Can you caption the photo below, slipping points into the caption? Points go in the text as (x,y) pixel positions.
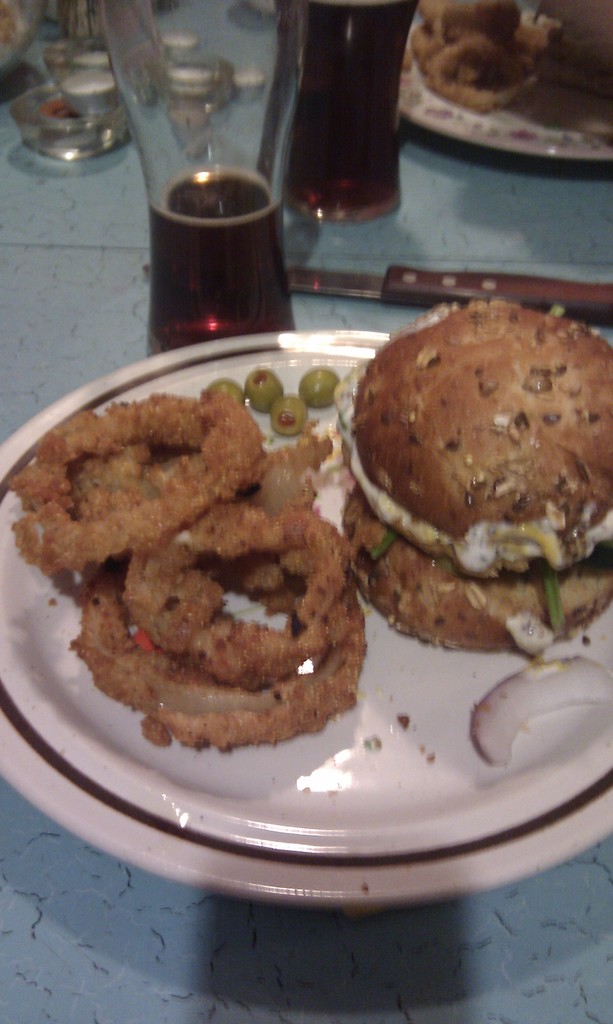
In this image, we can see food (329,442) on the plates (592,780) that are placed on the blue surface (299,1004). Here we can see glasses (295,135) with liquid (380,131), some objects (65,6) and knife (378,285).
